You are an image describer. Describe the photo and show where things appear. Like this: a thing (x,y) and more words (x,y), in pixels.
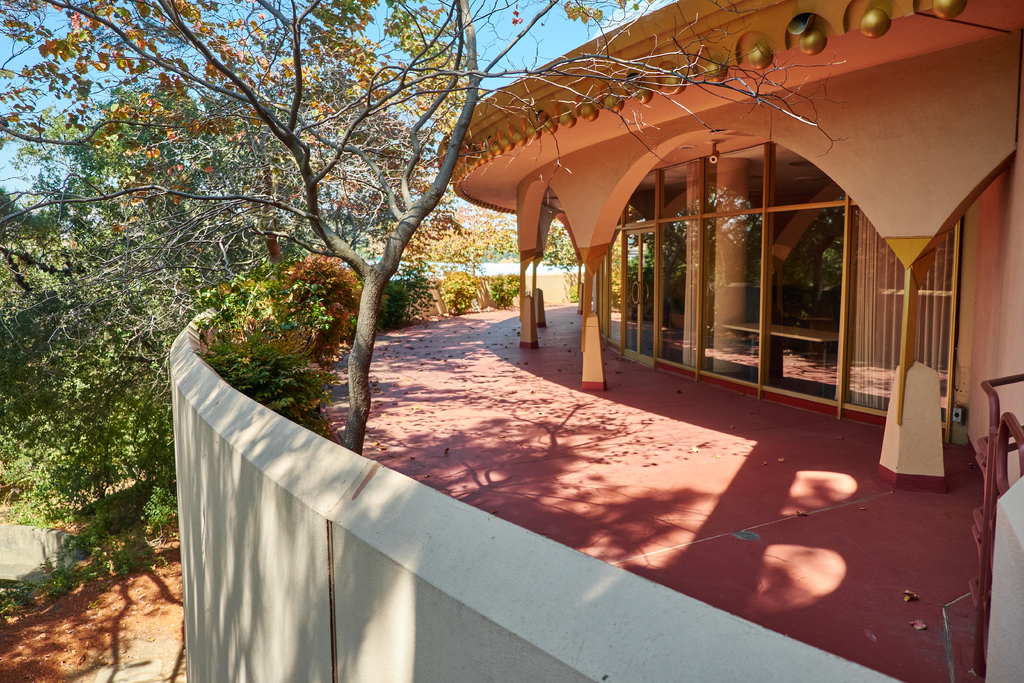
In this image there is a building (716,51) and we can see trees (396,214). In the background (565,39) there is sky (579,41).
